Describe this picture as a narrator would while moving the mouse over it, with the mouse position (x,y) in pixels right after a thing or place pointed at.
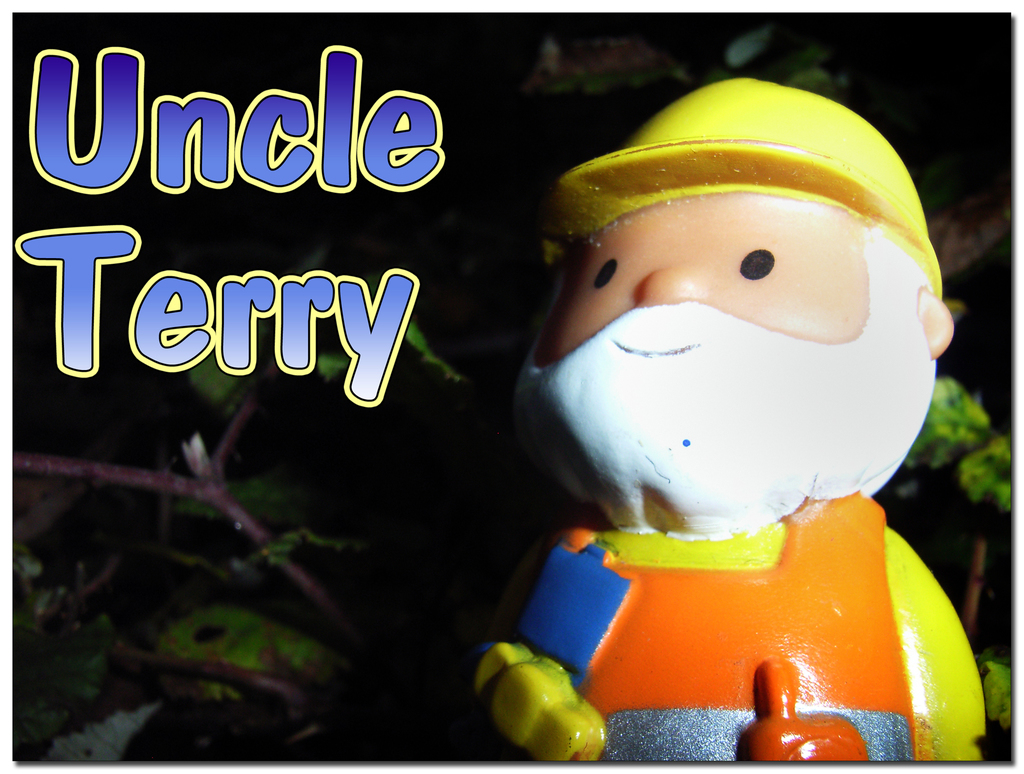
On the right side of this image (814,364) I can see a toy (790,633). In the background (80,477), I can see the leaves (275,492) and stems (250,522) of a plant (209,486). On the left top of the image (161,157) I can see some text (167,178) in blue color.
